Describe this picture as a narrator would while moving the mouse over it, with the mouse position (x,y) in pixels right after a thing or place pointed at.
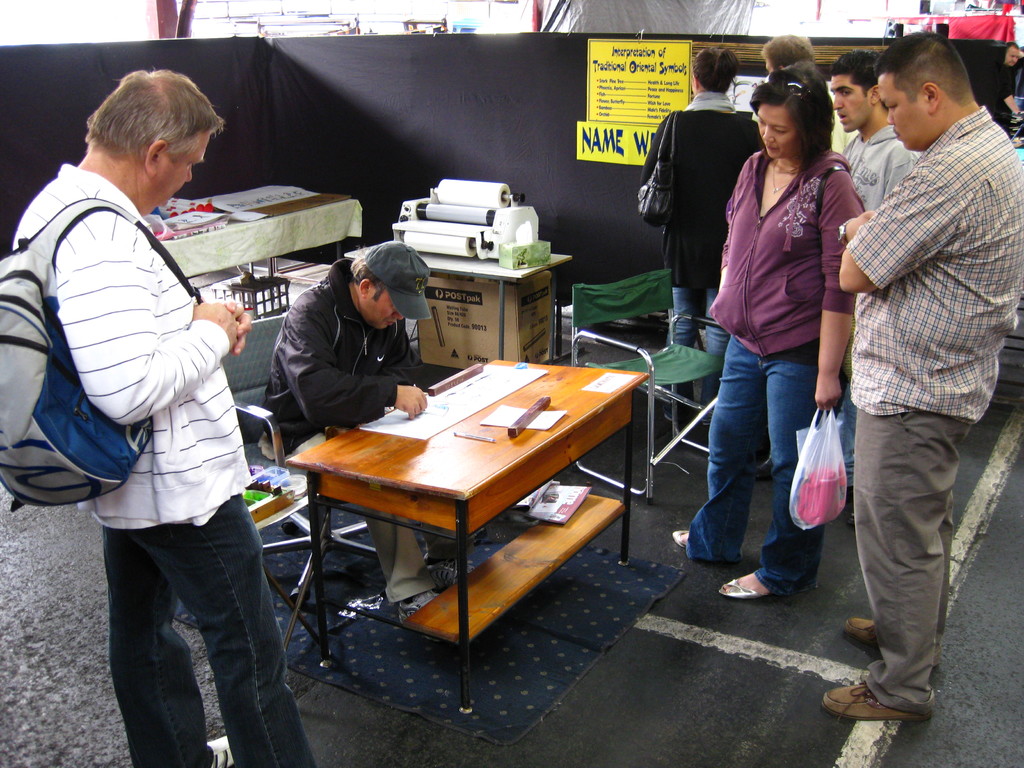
This picture shows few people (925,288) standing and we see a man (295,341) seated on the chair (275,444) and working with a paper (492,376) on the table (443,452) and people (1000,148) looking at him.
